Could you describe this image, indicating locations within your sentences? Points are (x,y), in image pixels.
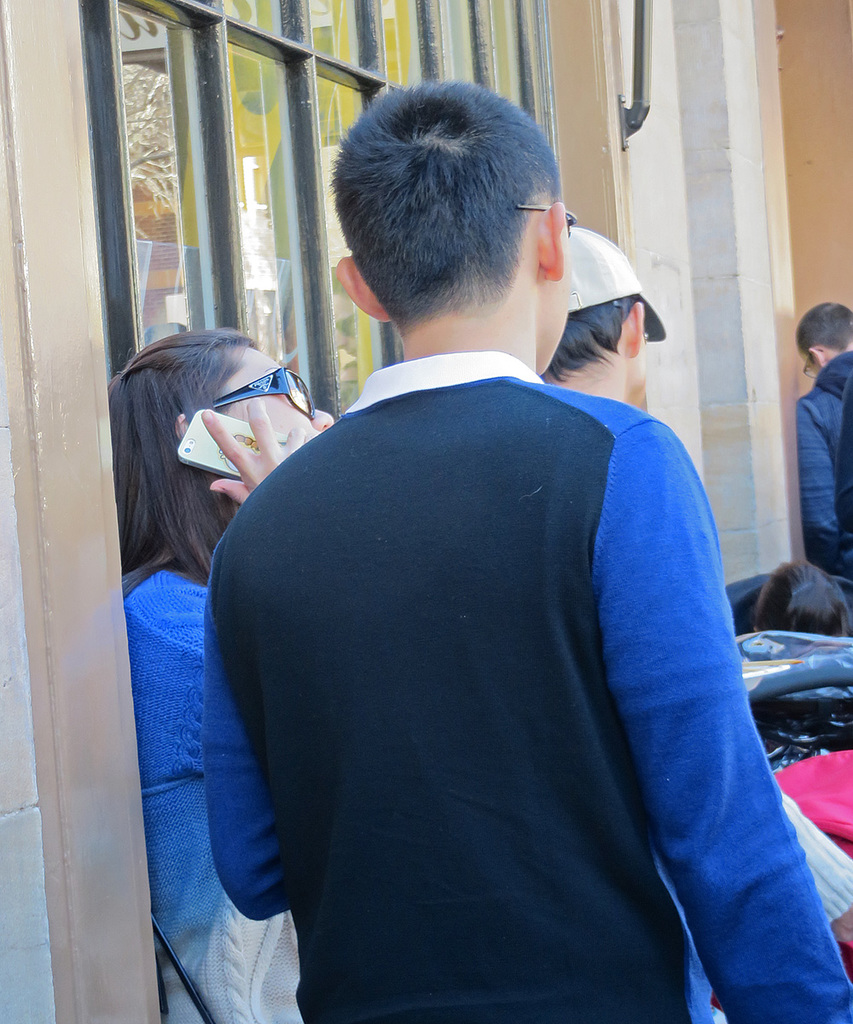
In this image in the foreground (371,291) there are three people (241,547) one person (204,514) is holding mobile phone (196,458) and talking, and she is wearing spectacles (286,385). And on the right side of the image (786,729) it seems that there are some bags (780,632), in the background (615,130) there is a building (115,302).
